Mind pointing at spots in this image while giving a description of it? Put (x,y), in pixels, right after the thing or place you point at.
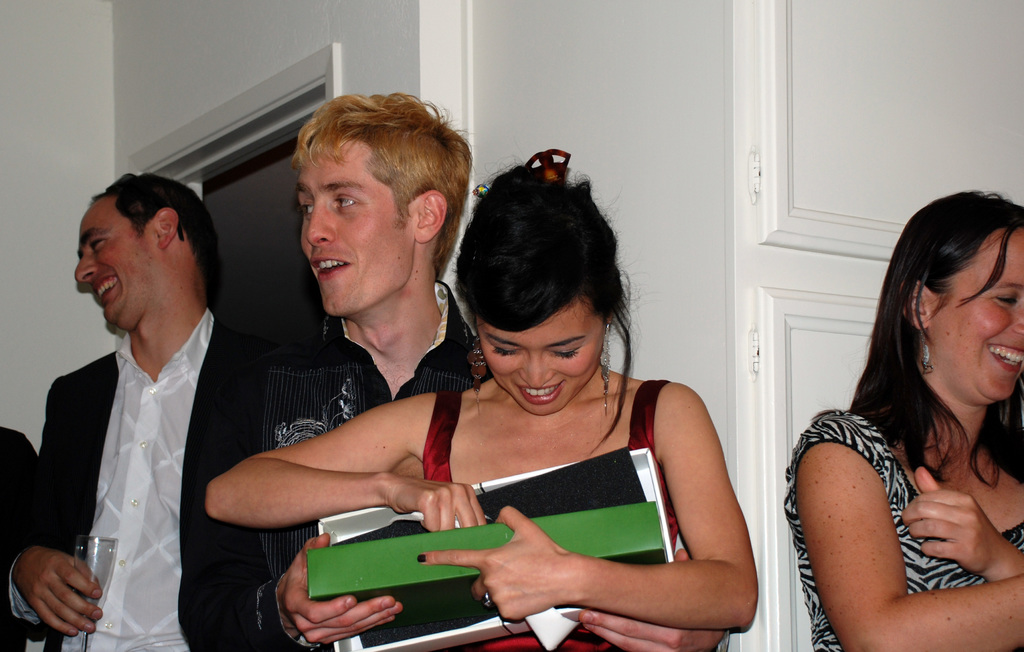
In the image in front (882,554) there are people (506,447) wearing a smile on their faces (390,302). Behind them there is a wall (613,77). There is a door (257,243).
